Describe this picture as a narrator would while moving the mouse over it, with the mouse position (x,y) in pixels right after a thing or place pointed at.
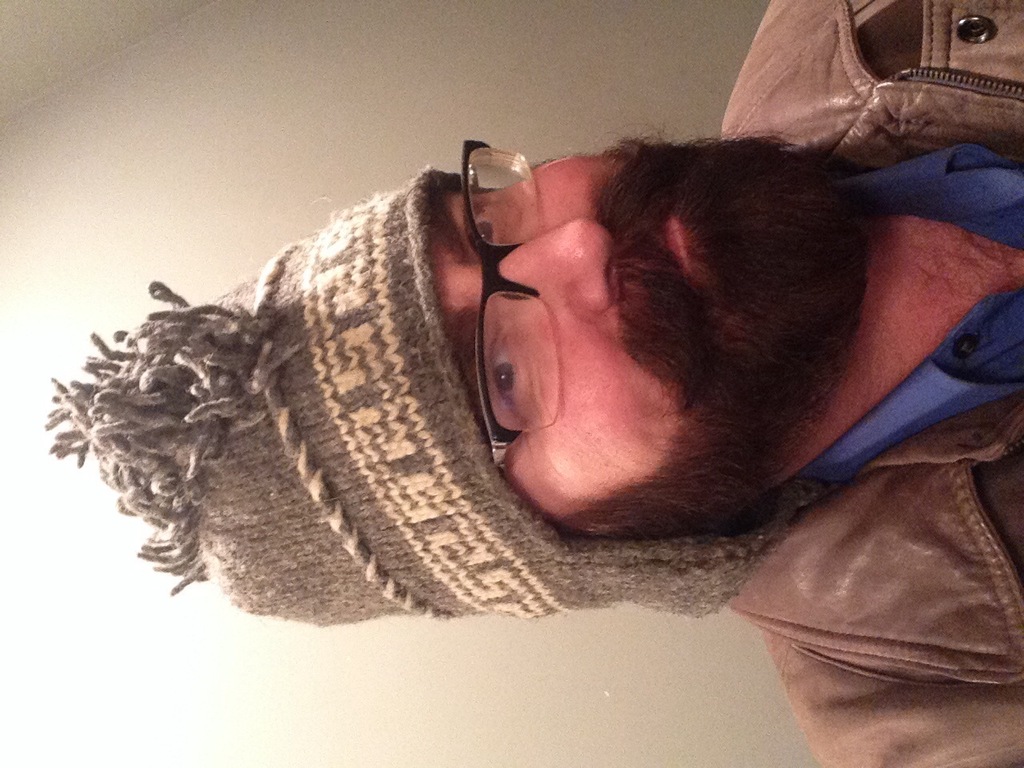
In this image we can see a man (617,296) wearing a cap (440,393) and also the glasses (528,299). In the background (450,686), we can see the plain wall (352,141).
